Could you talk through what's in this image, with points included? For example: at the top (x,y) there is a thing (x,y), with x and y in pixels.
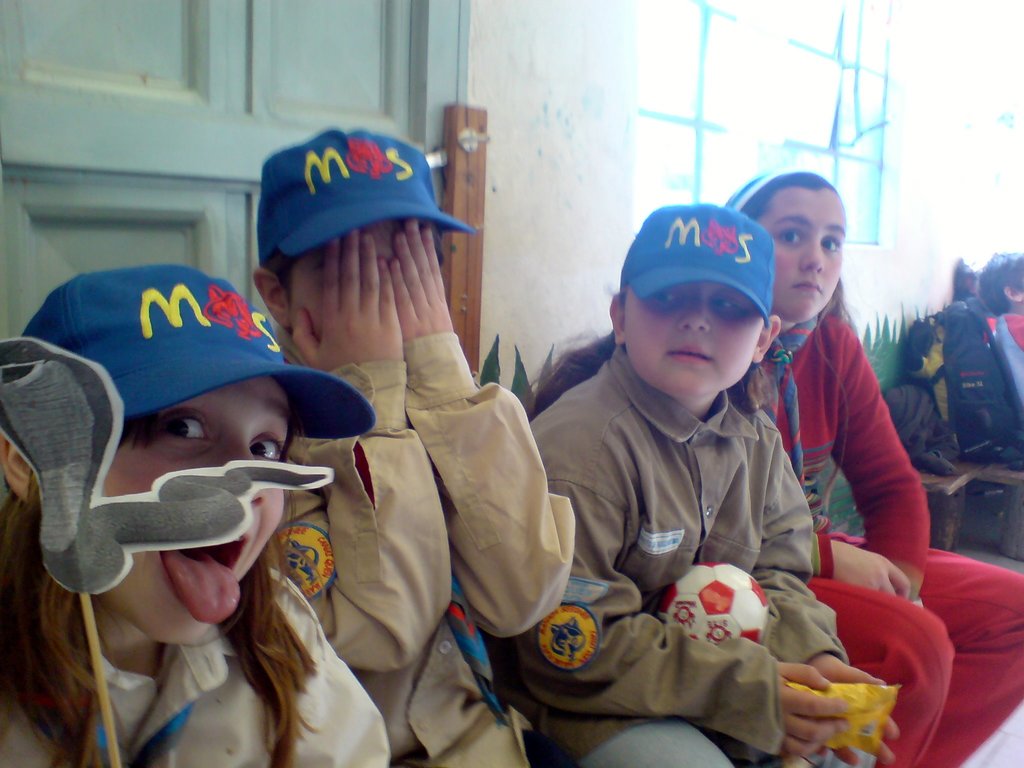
In this image there are group of children (872,452) sitting together holding some toys (160,529) behind him there is door (33,314) and window (891,4) at the wall (892,252).
